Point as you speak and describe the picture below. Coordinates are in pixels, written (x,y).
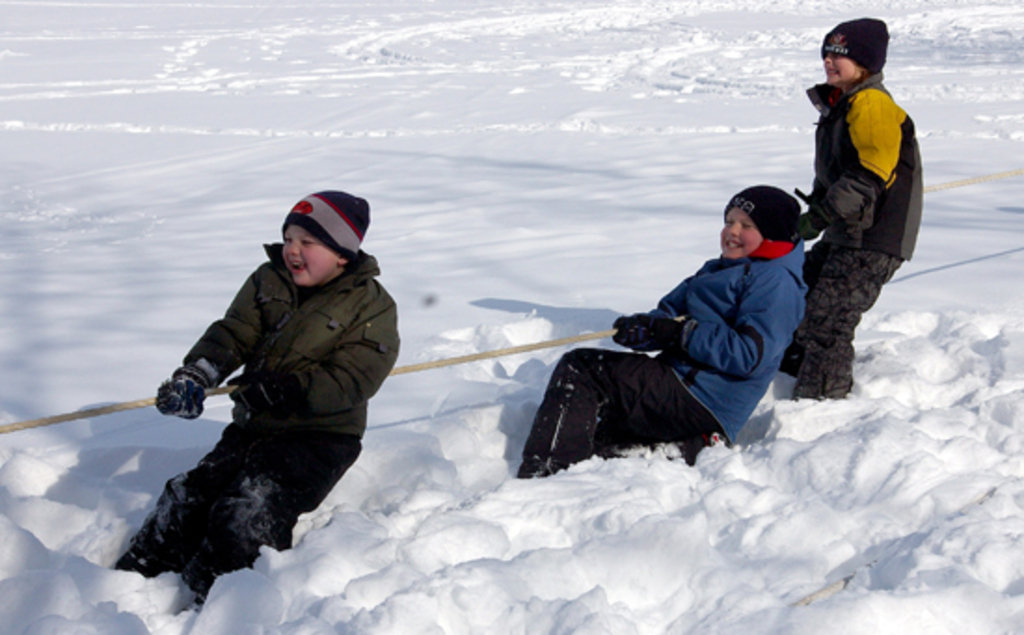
In this image there are boys (850,188) holding the rope (416,369). At the bottom of the image (562,530) there is snow (645,525) on the surface (566,520).
